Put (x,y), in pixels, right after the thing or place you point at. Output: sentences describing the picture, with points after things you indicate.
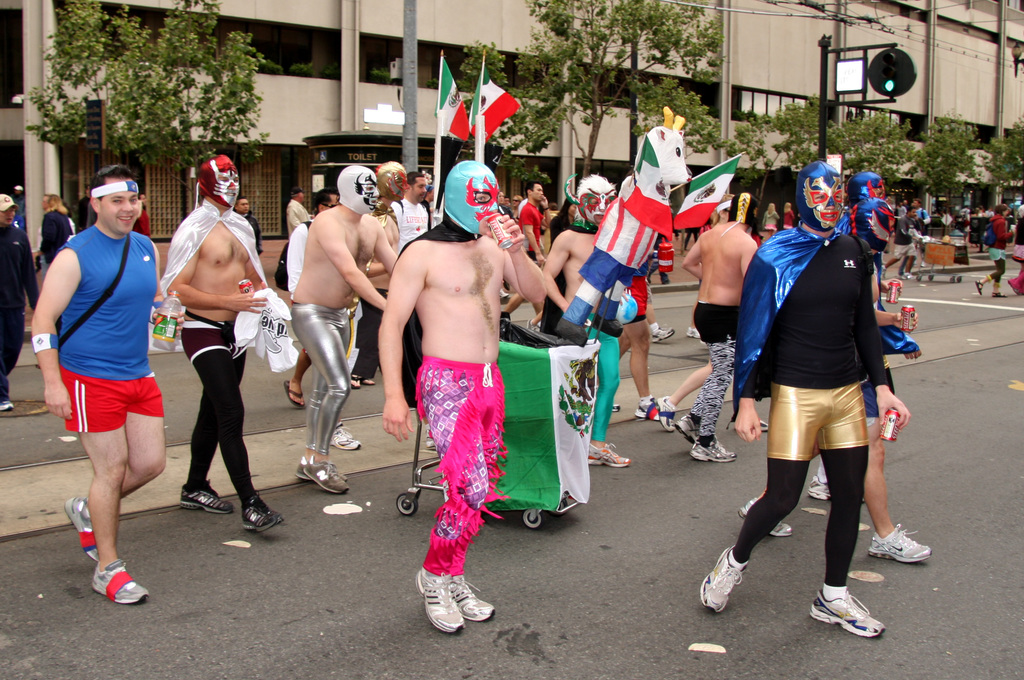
In this picture we can see group of people (547,280) and few people (775,297) wearing masks (459,179), in the middle of the image (426,339) we can see a man (519,280), he is holding a cart (542,432), in the background (541,147) we can find flags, trees (753,141), building (789,94) and poles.
